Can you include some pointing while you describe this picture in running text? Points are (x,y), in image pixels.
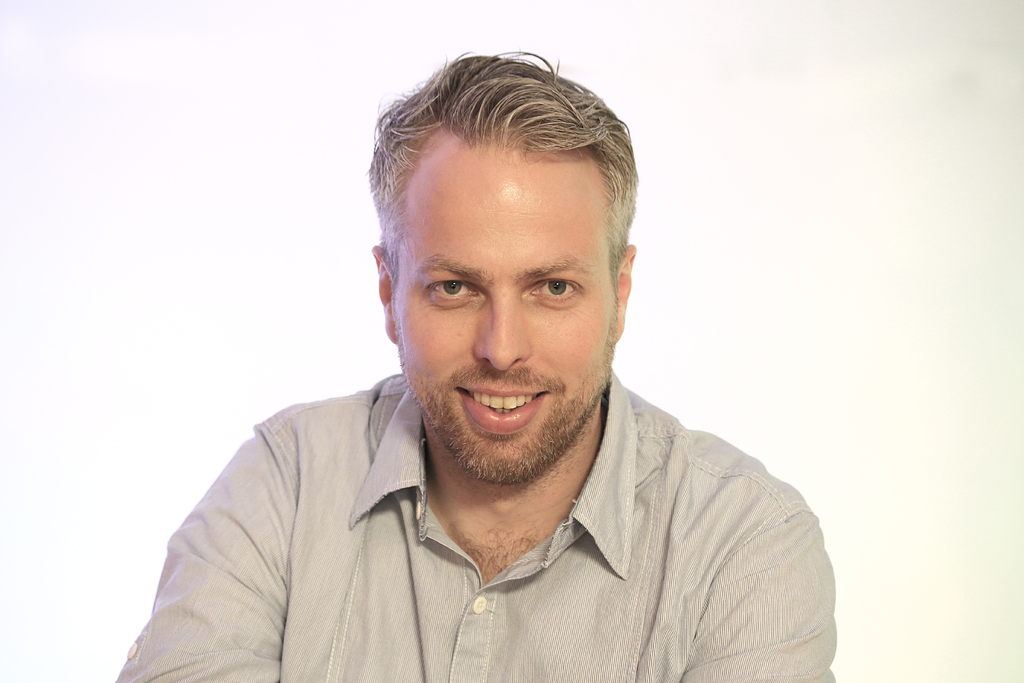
In this image there is a man (370,449).
